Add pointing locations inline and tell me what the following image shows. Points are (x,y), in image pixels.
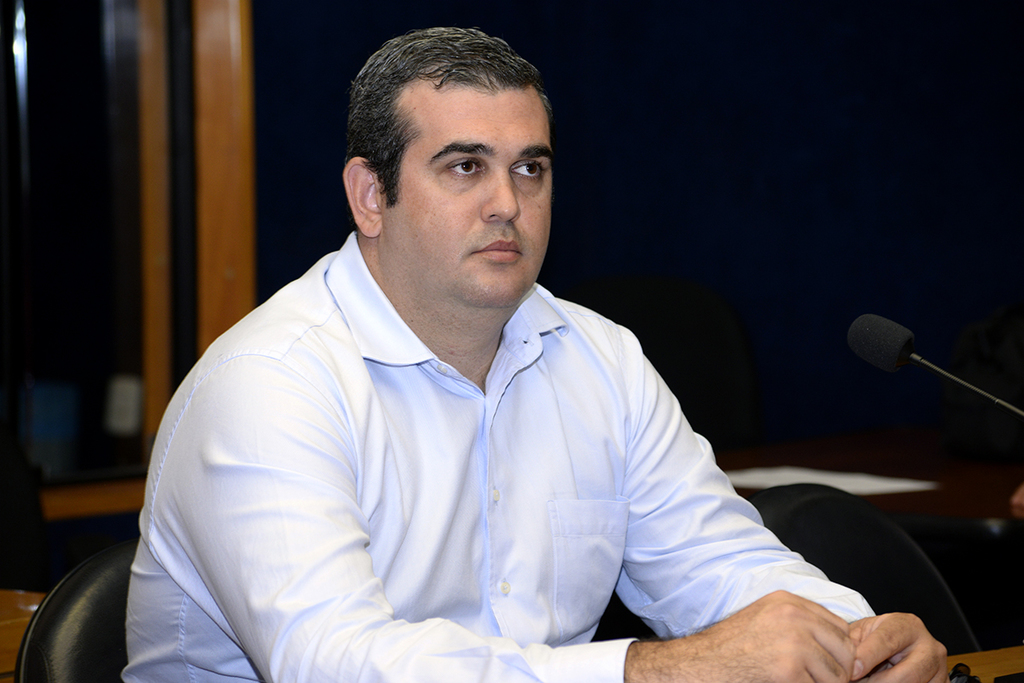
The man (525,287) in the middle of the picture (457,404) wearing a white shirt (487,477) is sitting on the chair (95,643). In front of him, we see a table (954,661) on which microphone (945,373) is placed. In the background (643,267), it is in black and brown color.
